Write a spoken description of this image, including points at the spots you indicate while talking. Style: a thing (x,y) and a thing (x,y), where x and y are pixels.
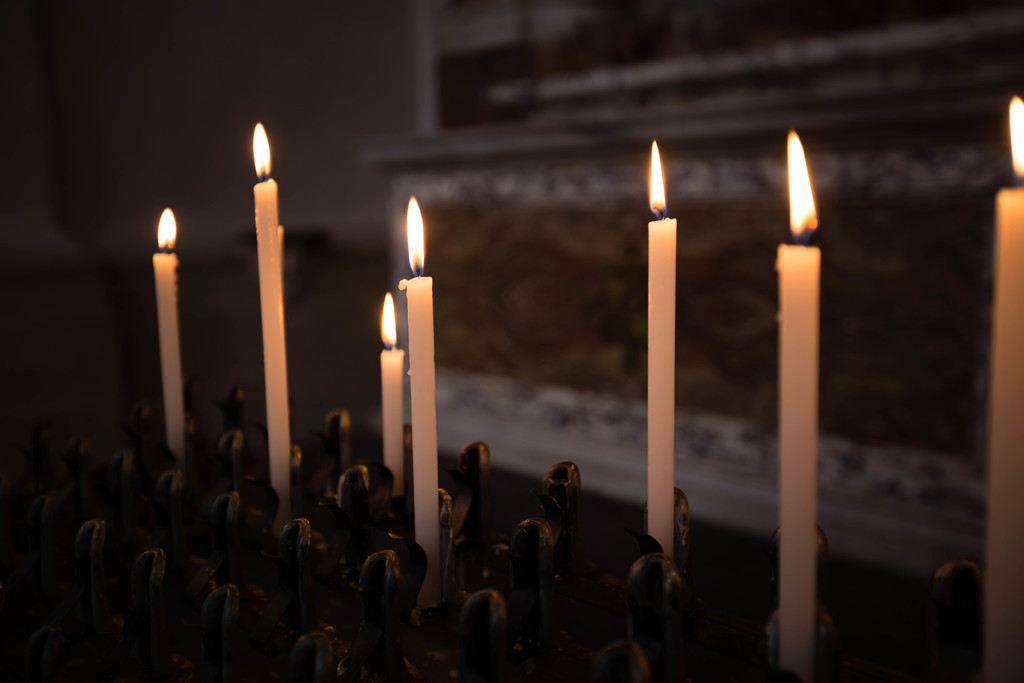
In this image, we can see few white candles (1002,307) with flame (389,344) on the surface (279,651). Background (336,83) there is a blur view. Here there is a wall (350,87).
